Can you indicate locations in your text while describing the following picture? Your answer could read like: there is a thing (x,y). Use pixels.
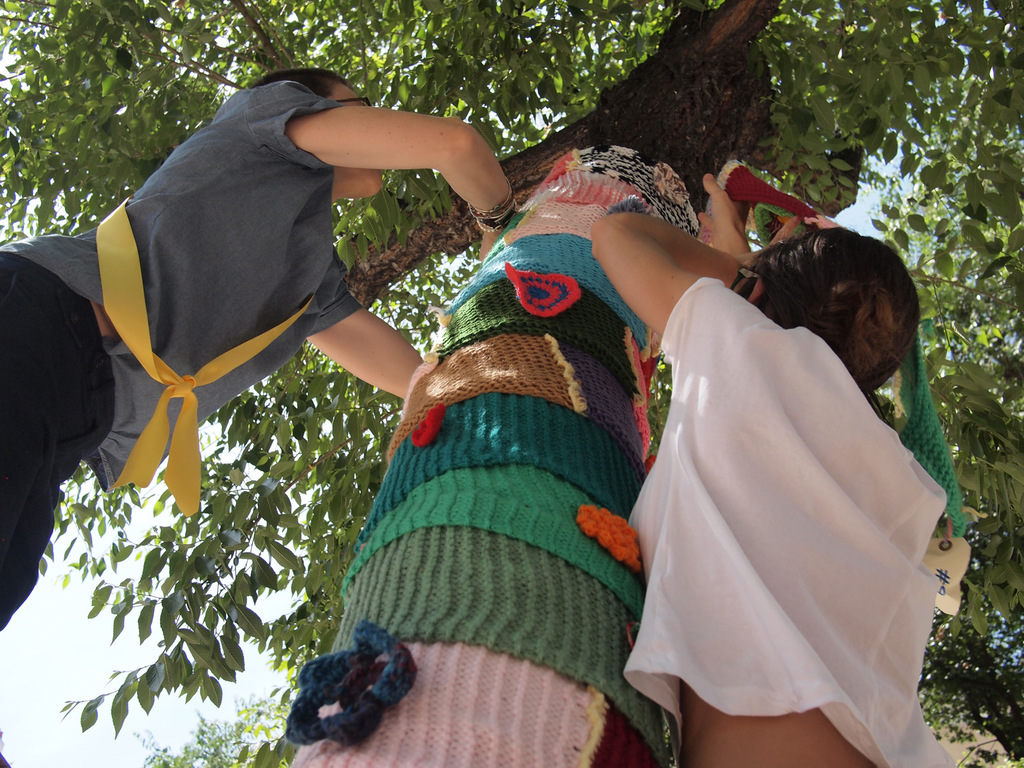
In this image I can see two people (100,343) and one person (466,140) is holding something. I can see the sky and few clothes (472,508) to the tree (668,17).
